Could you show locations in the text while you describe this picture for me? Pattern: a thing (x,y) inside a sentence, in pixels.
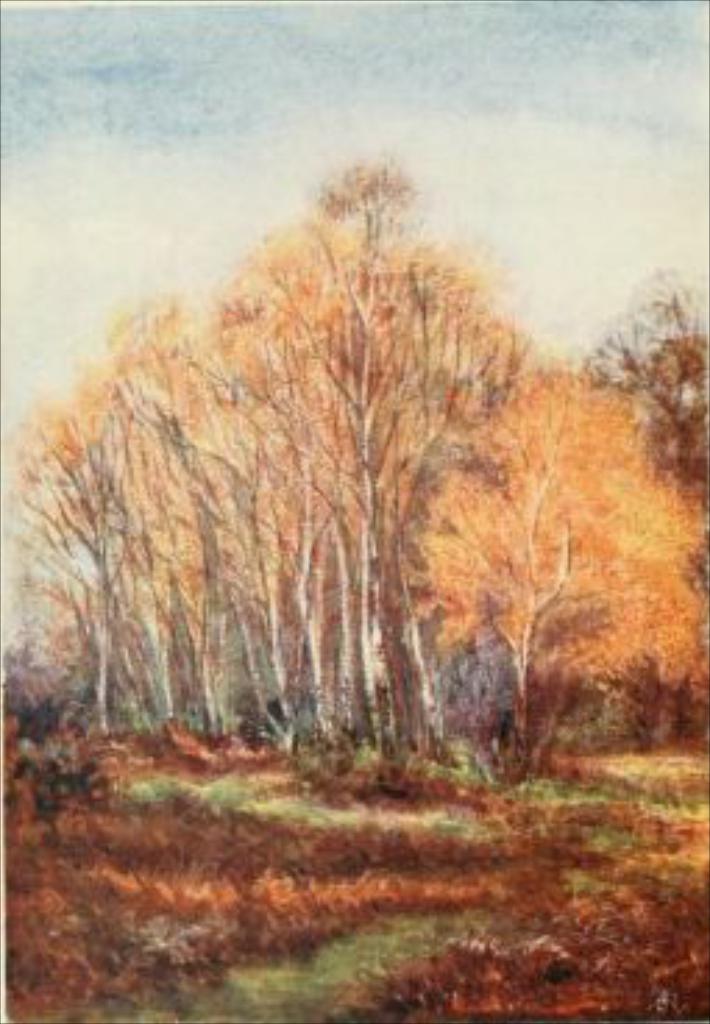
It is a painting of a forest (247,566), there is some grass (218,801) and lot of tall trees (433,526) are drawn.
